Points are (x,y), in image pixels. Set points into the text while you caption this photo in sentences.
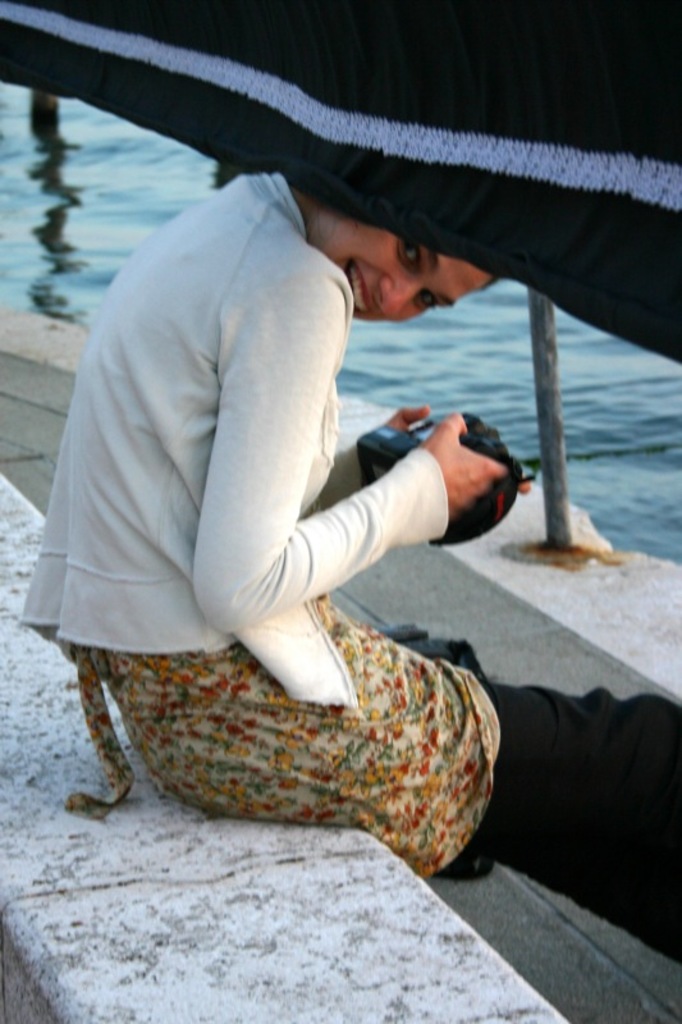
In the center of the image (265,614) there is a woman (238,664) sitting on the ground (358,920). In the background (63,308) there is a water (449,372).
